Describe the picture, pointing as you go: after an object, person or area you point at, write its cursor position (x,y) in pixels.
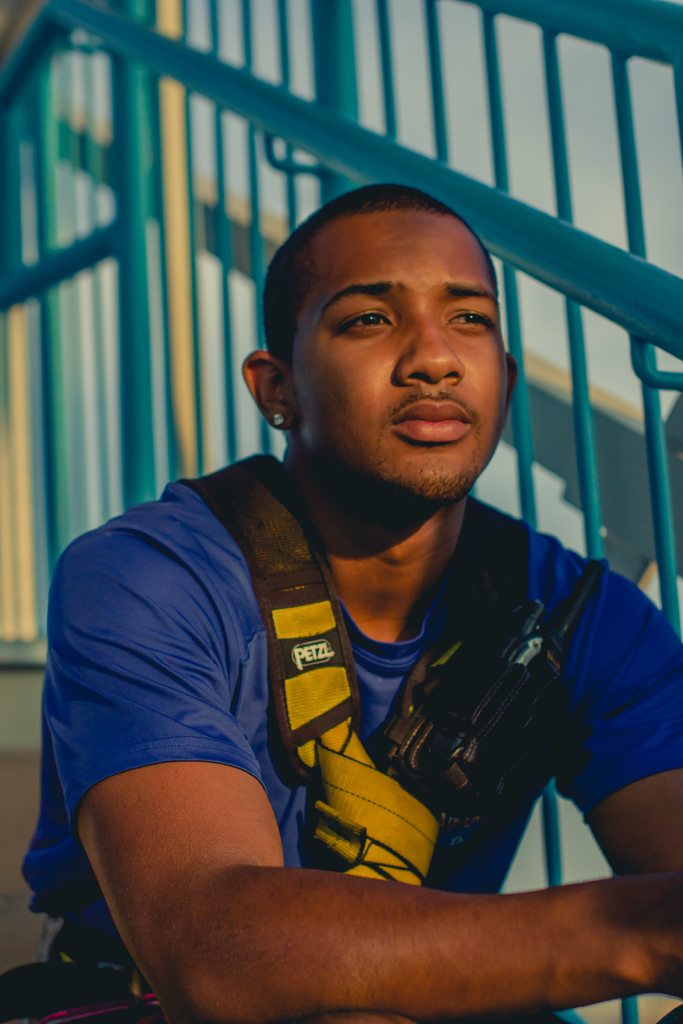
In this image there is a man (604,808) sitting, and in the background (653,489) there are iron grills (628,122).
